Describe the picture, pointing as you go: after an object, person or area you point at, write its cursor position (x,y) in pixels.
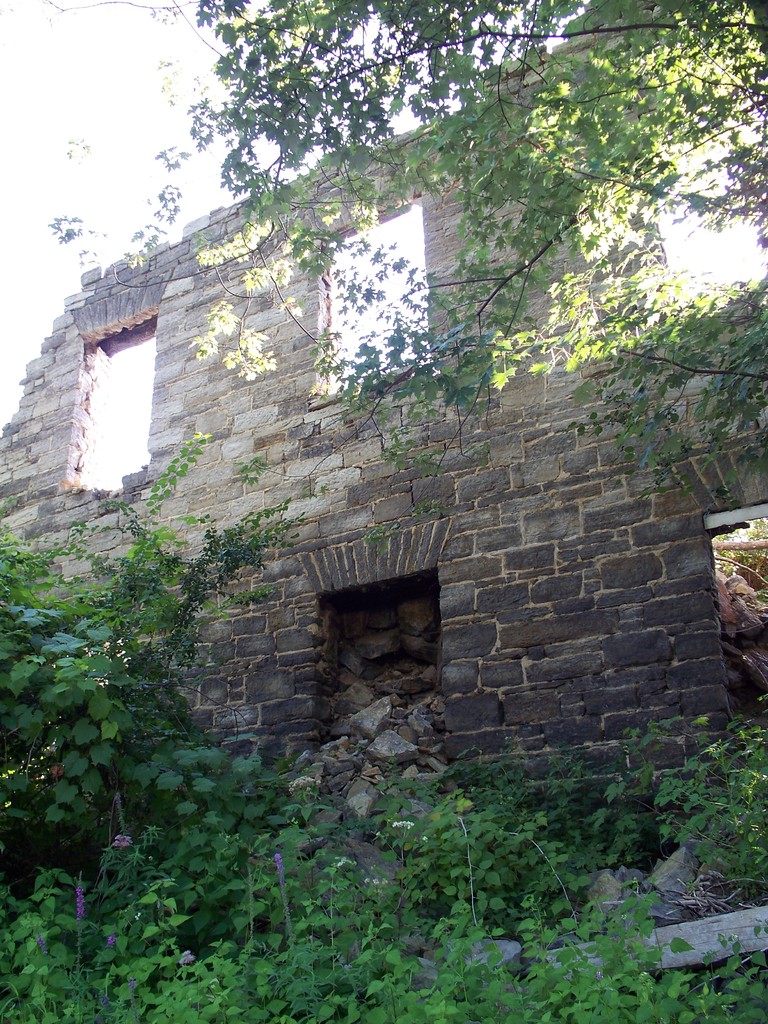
In this picture we can see a wall (407,473) with granite stones (480,525). We can see a tree (505,36). Here we can see plants (279,945).
